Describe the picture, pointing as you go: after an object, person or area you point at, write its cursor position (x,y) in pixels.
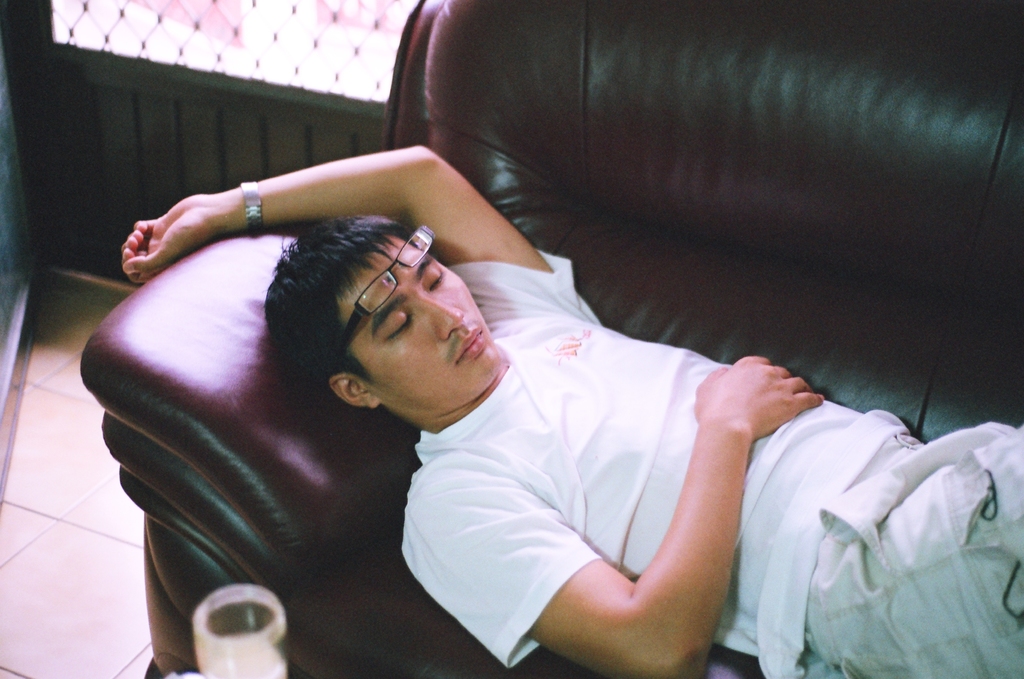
In this picture we can see a man (646,546) is sleeping on a sofa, he wore spectacles (383,274) and a watch (252,208), at the bottom (233,649) there is a glass (234,643), we can see a window (260,47) in the background (272,51).
